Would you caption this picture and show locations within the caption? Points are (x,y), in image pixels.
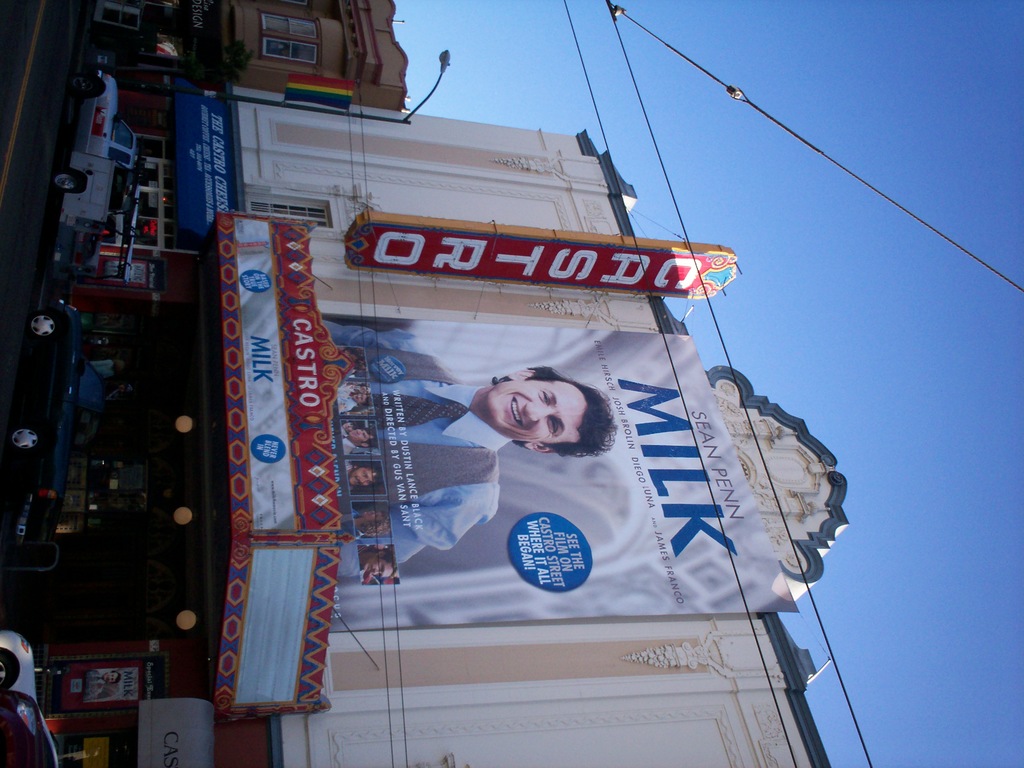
In the foreground of this image (473,645), there is a building (581,712), few posters (540,539) and the lights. On the left (23,227), there are vehicles (43,332) moving on the road (37,100). On the right (964,376), there is the sky (838,171) and the cables (802,142). On the top (305,38), there is a building (360,53) and street light (436,88).
